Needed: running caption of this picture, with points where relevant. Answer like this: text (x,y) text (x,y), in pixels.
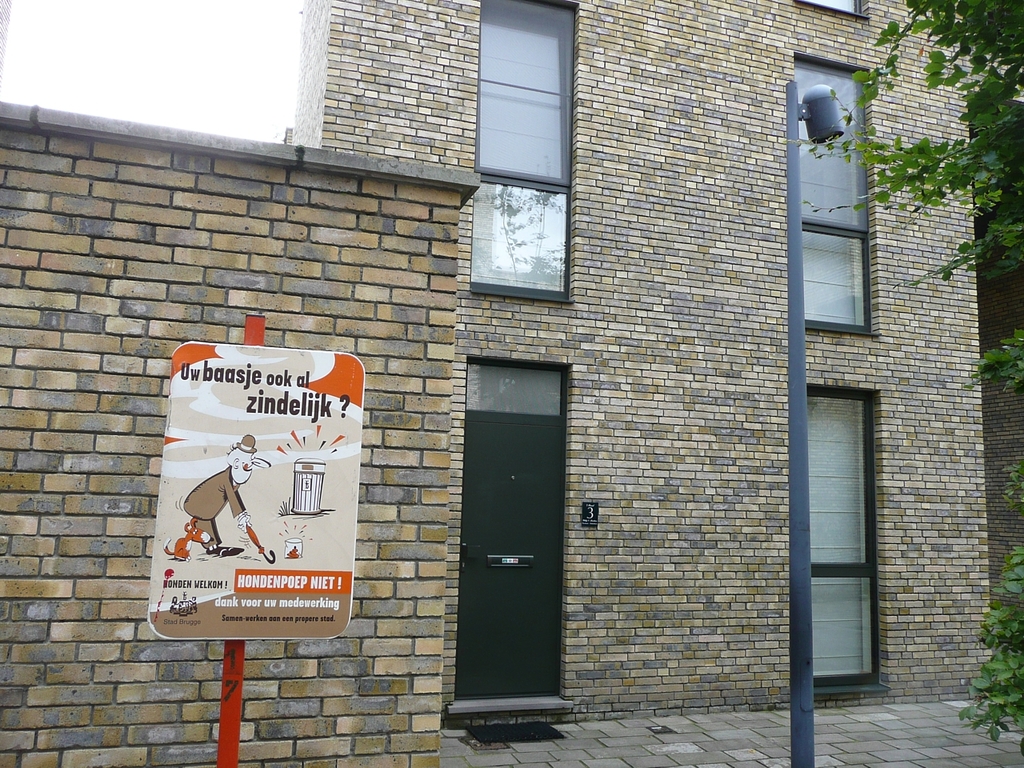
In this image I see a building (754,417) and I see the windows (565,100) and the door (518,494) over here and I see the pole (800,748). I can also see a board (262,511) over here on which there are words (300,392) and a cartoon character (238,449) over here and I see the green leaves (982,98) and I see the path (832,708).
